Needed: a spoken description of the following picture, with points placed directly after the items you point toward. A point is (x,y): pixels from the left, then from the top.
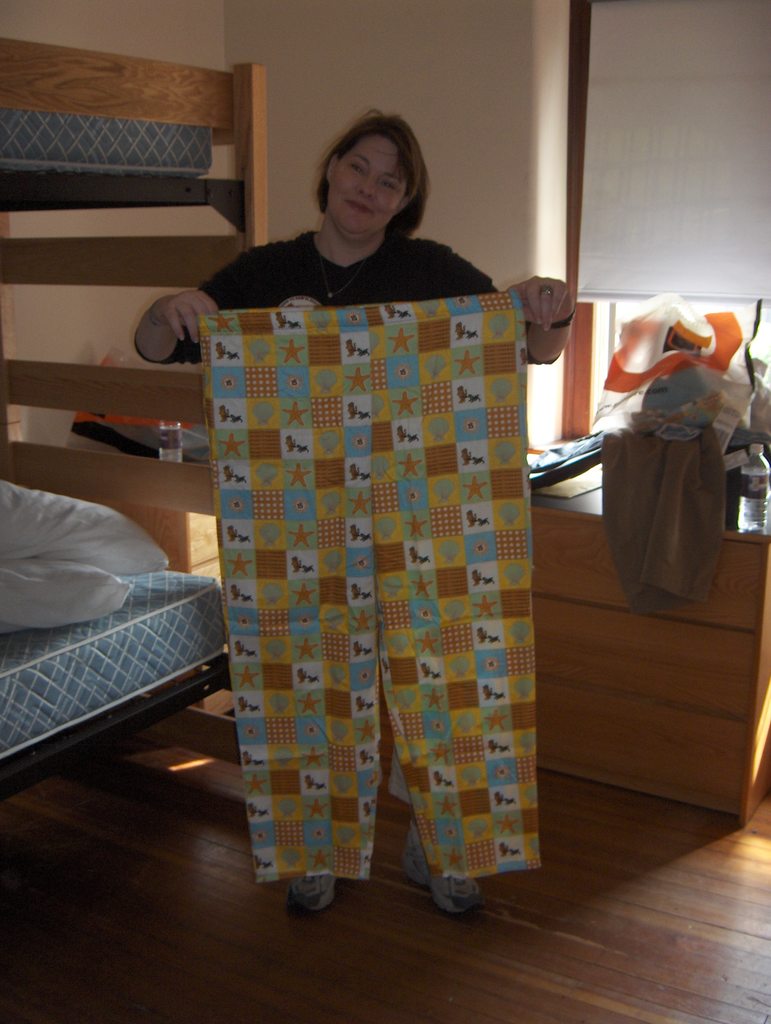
In this image we can see a woman (325,292) wearing black T-shirt (350,291) is holding a pant (274,663) in her hands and standing on the wooden floor (192,989). Here we can see the bed (87,687) with pillows (106,507), wooden drawers (594,652) on which we can see a few things (620,451) kept, window blinds (609,198) and the wall (416,77) in the background (381,63).
